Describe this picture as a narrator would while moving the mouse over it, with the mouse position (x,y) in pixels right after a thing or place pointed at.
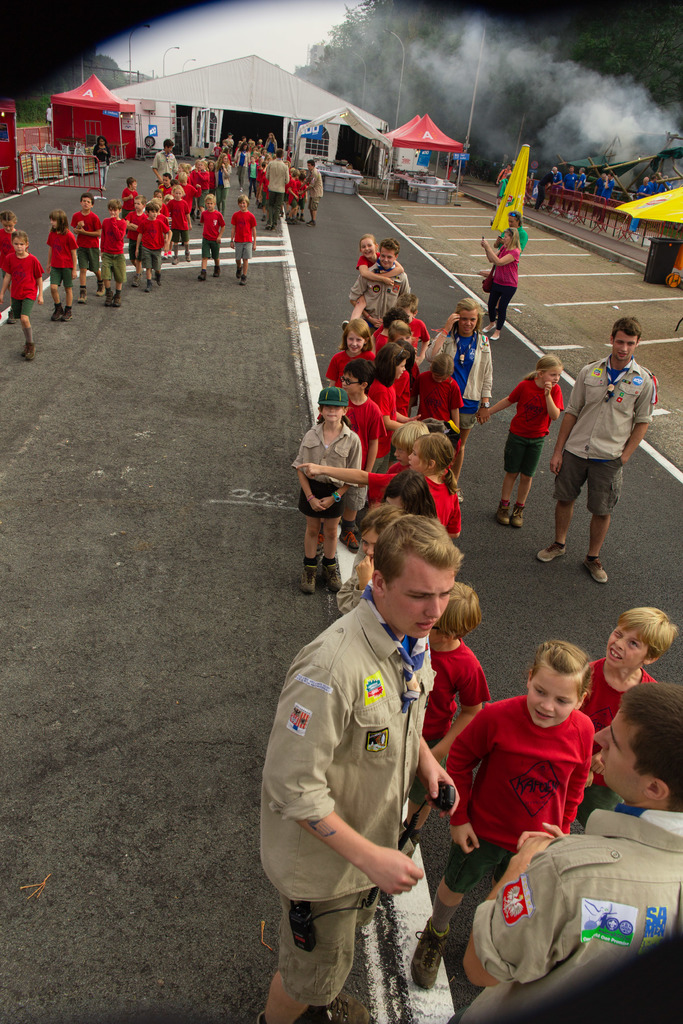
In the image there are many people (362,460) standing on the road (306,279). In the background (243,82) there are tents (393,140) and also there are many poles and trees (469,56). And also there is smoke (599,82).
